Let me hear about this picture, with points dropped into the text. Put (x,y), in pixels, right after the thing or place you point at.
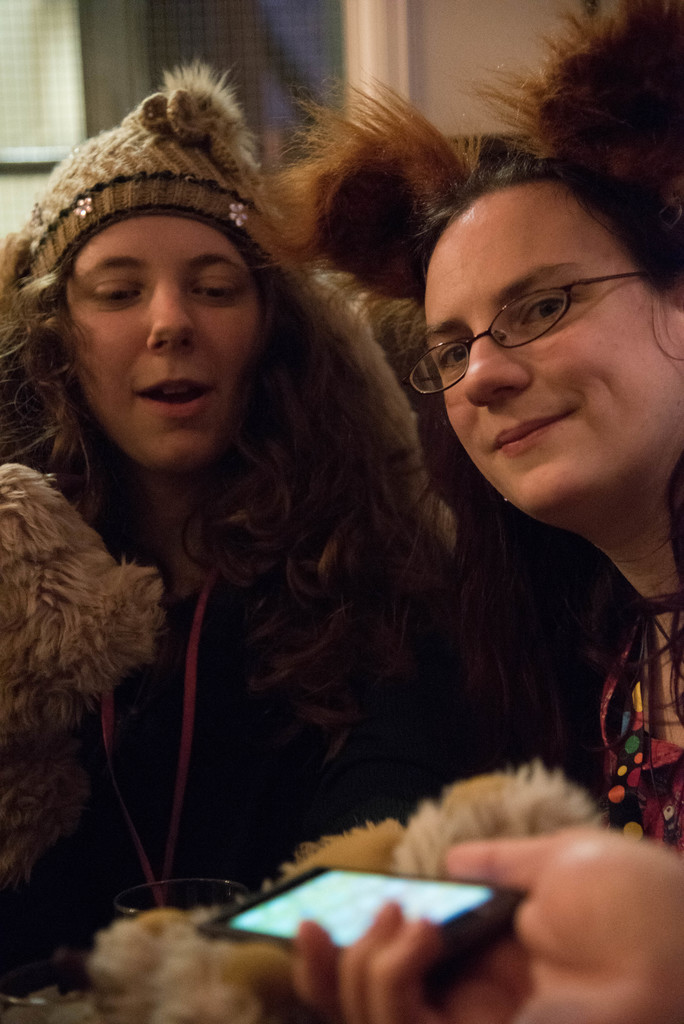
In this image there are two women (476,482) with a smile on their face (519,500), in front of them there is a person's hand (426,949) holding a mobile phone (333,934), behind them there is a window (157,12).
